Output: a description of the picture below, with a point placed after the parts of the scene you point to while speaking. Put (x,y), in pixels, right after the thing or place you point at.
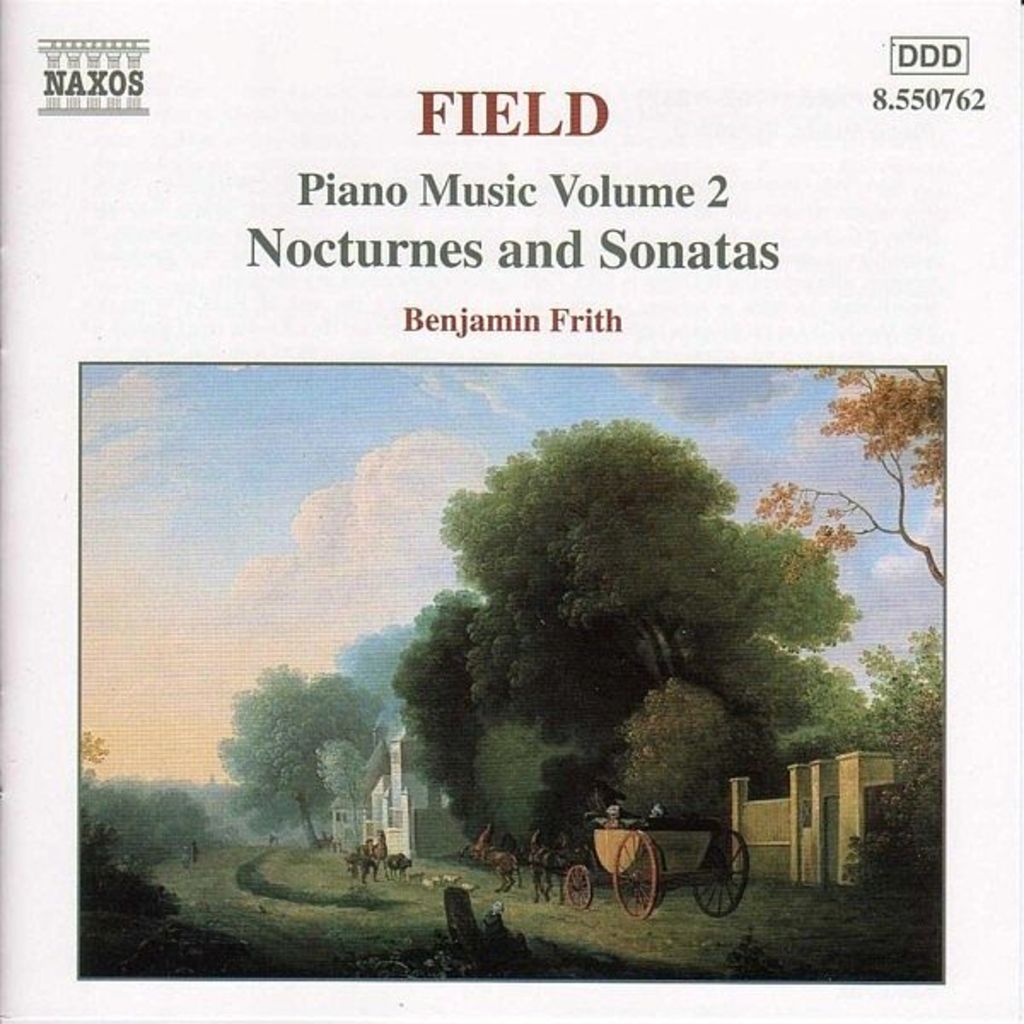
In this image there are trees (561,624) and there is some text (483,198) written on it and the sky (282,564) is cloudy. There is grass (331,913) on the ground (369,919).
